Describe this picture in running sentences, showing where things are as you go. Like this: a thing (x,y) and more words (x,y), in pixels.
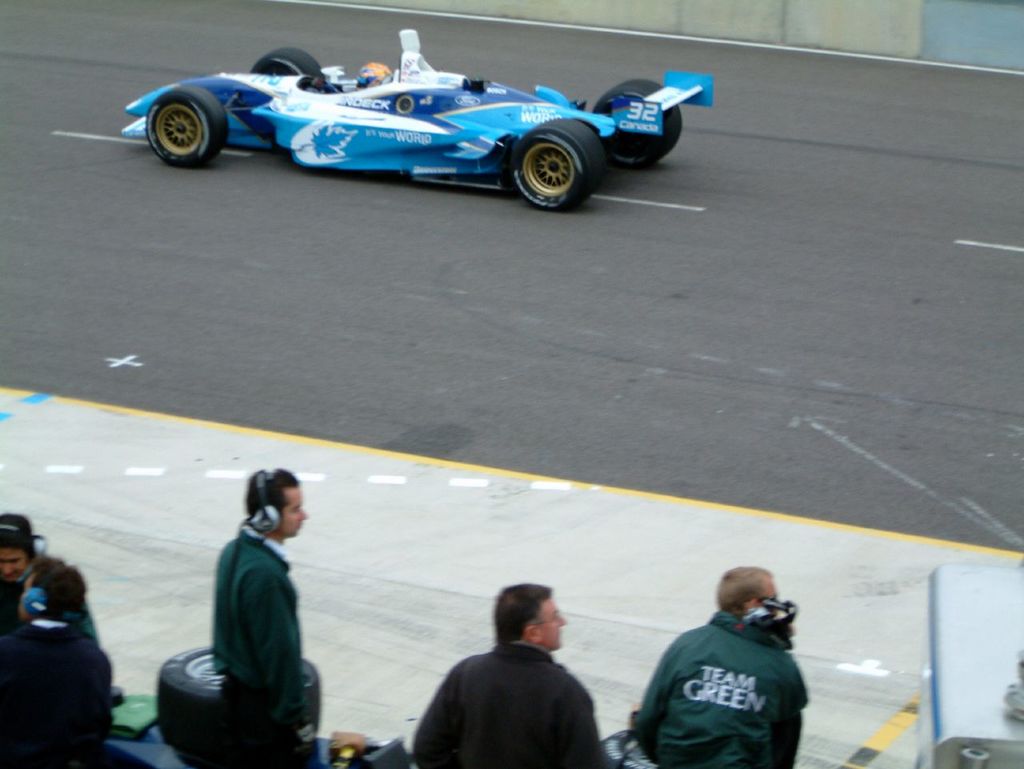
In this image I can see vehicle (399,128) on road (518,275) and a group of people (9,706) standing on the side of the road (381,431).
